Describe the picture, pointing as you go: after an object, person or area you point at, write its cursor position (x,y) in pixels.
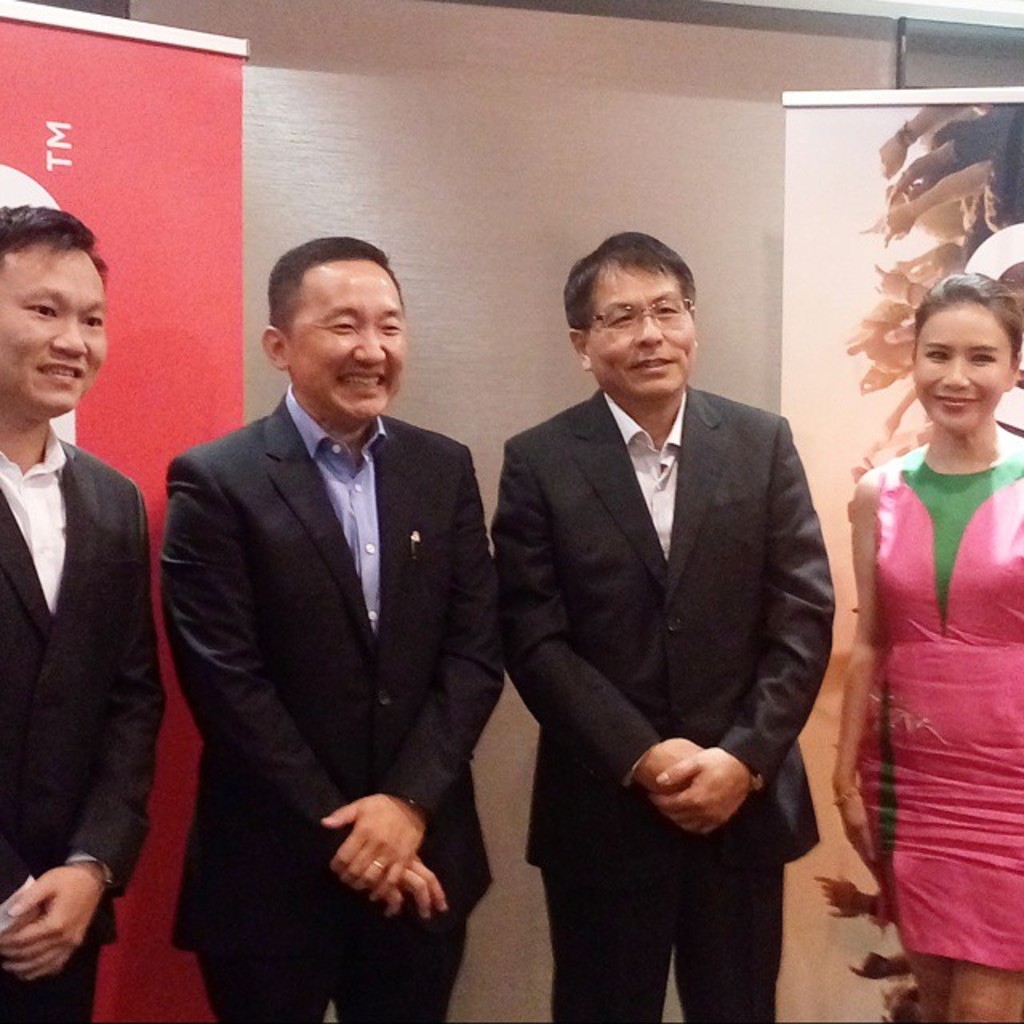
In this image there are three male (402,667) and a female (953,620) are standing, in the background (798,959) there are posters (904,125) and a wall (662,24).
